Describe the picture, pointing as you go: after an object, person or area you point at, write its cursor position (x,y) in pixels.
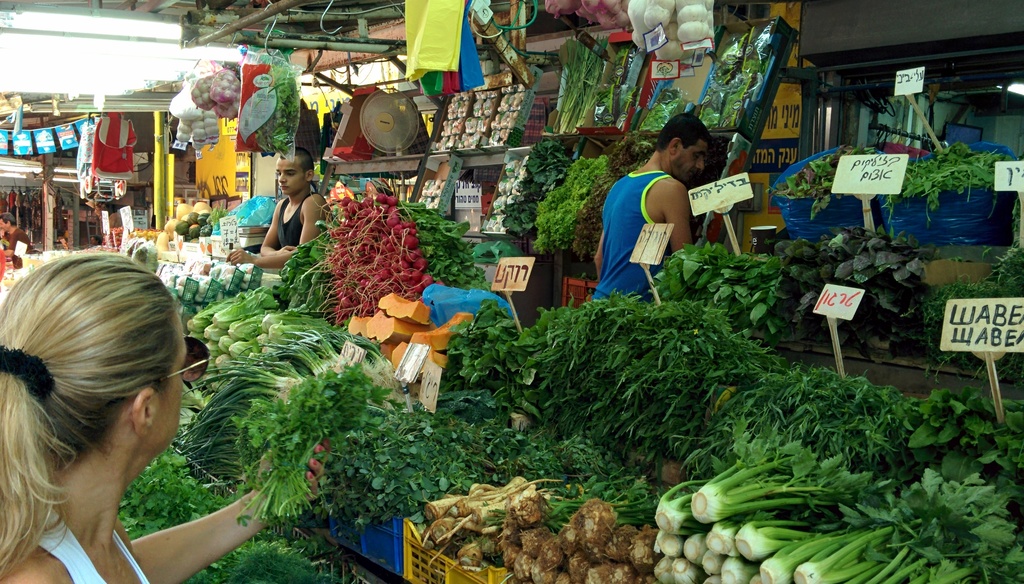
In this picture I can see there is a woman (63,552) standing at left side (76,551) and she is holding a coriander leafs (347,414) in her hand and there are few other vegetables (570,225) and green leafy vegetables (575,420) placed here. There are some onions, garlic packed in packets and there is a man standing in between the vegetables (310,325) and there is a boy (300,204) standing on to left (310,226). There are lights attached to the ceiling (185,28).
